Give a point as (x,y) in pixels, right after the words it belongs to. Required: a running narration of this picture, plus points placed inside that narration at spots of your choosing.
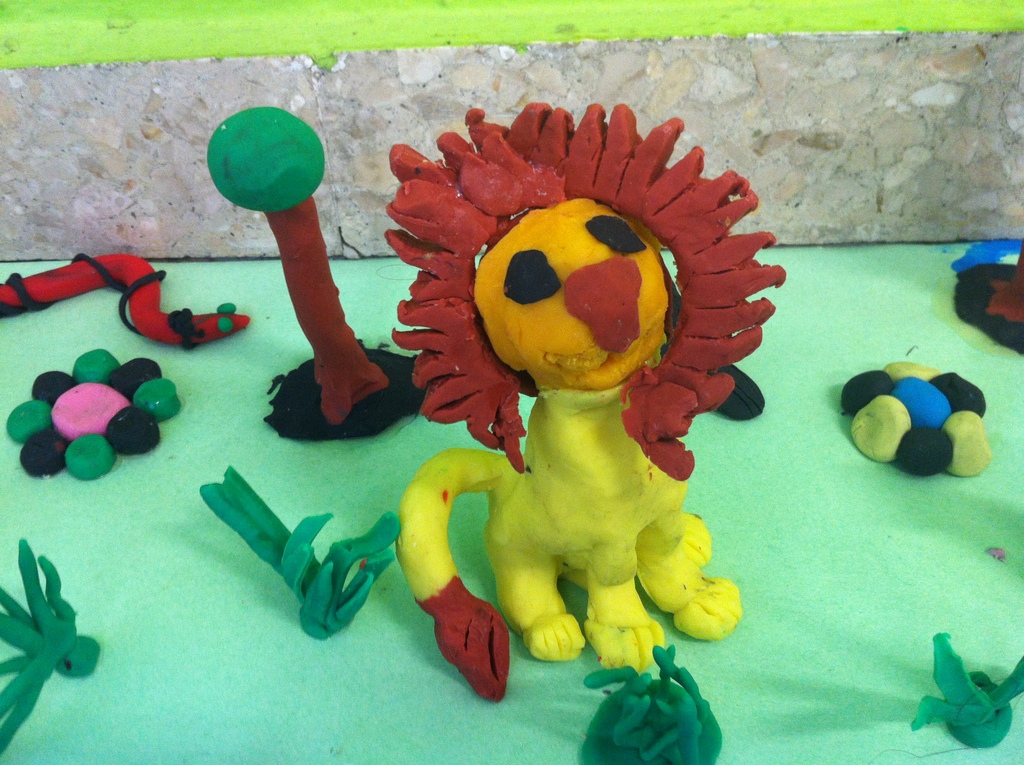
At the bottom of the image (398,645) there is a table (435,685) and we can see toys (427,405) made of clay (587,398) placed on the table (138,724).
